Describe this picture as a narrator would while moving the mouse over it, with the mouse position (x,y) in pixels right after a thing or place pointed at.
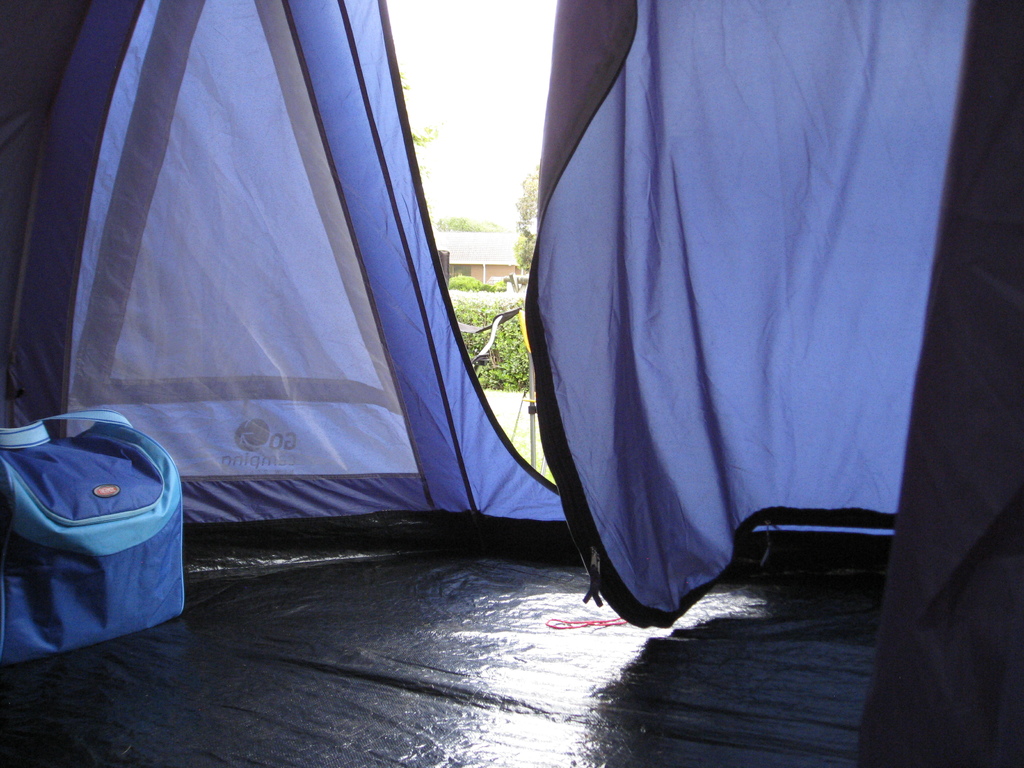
There is a tent (343,302) and there is a luggage bag (77,498) kept inside the tent (364,628), there are some trees (485,304) and a house (498,260) outside the tent (388,188).
